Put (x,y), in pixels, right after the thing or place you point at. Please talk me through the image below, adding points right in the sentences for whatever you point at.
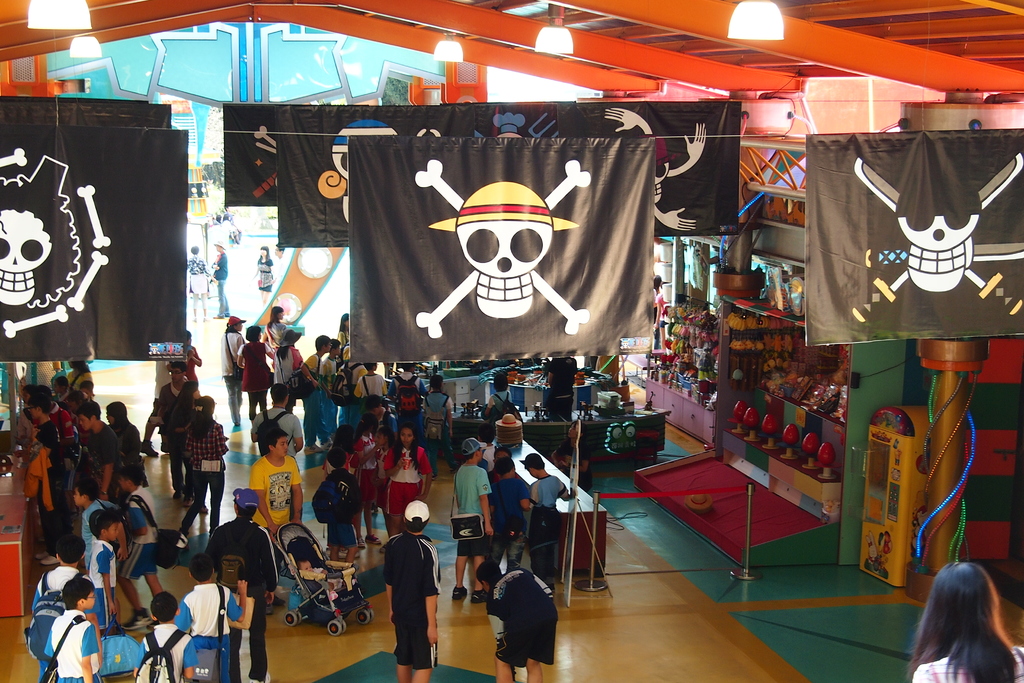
In this image we can see so many children (395,499) are standing in a shop (967,403). To the top of the image (899,210) black color banners (634,207) are there.
